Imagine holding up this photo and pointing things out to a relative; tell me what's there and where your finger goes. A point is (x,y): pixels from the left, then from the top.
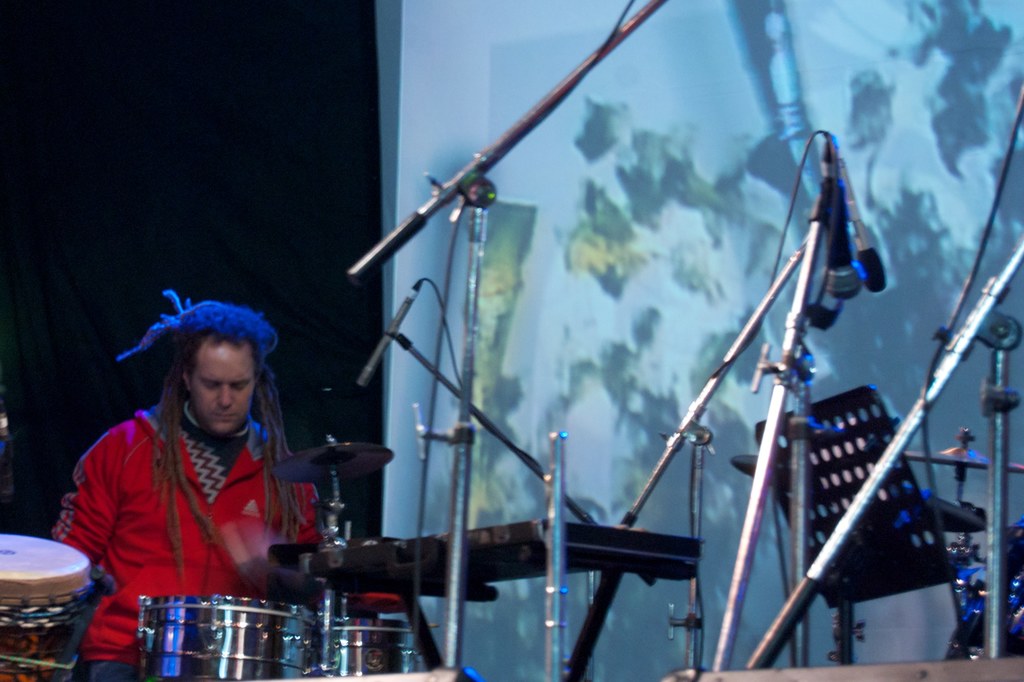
The picture is from a concert on the stage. On the left side of the picture (255,501) there is a man (240,577) playing drums (208,614). On the right (899,528) there is a music stand (887,559) and microphones (842,199). In the center of the picture (458,451) there are stands (446,437), microphones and a keyboard (510,547). In the background (727,158) there is a screen (535,95).
